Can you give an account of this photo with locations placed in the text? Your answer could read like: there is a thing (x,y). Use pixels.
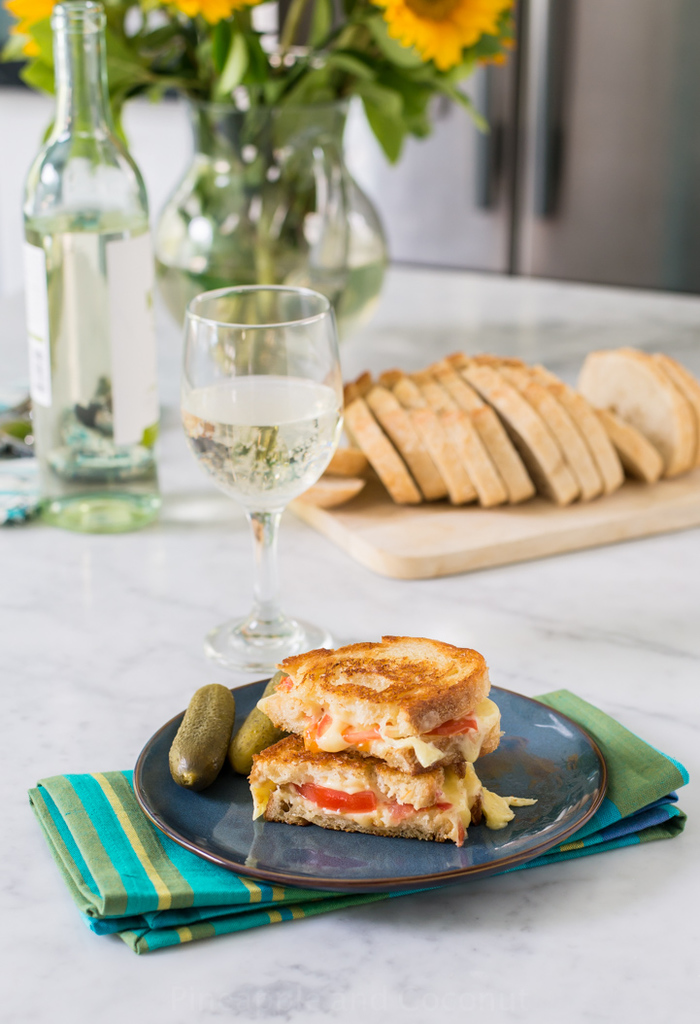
In this image i can see a glass (238,433), a glass bottle (118,322), a plate (337,842) and few other objects (434,787).
